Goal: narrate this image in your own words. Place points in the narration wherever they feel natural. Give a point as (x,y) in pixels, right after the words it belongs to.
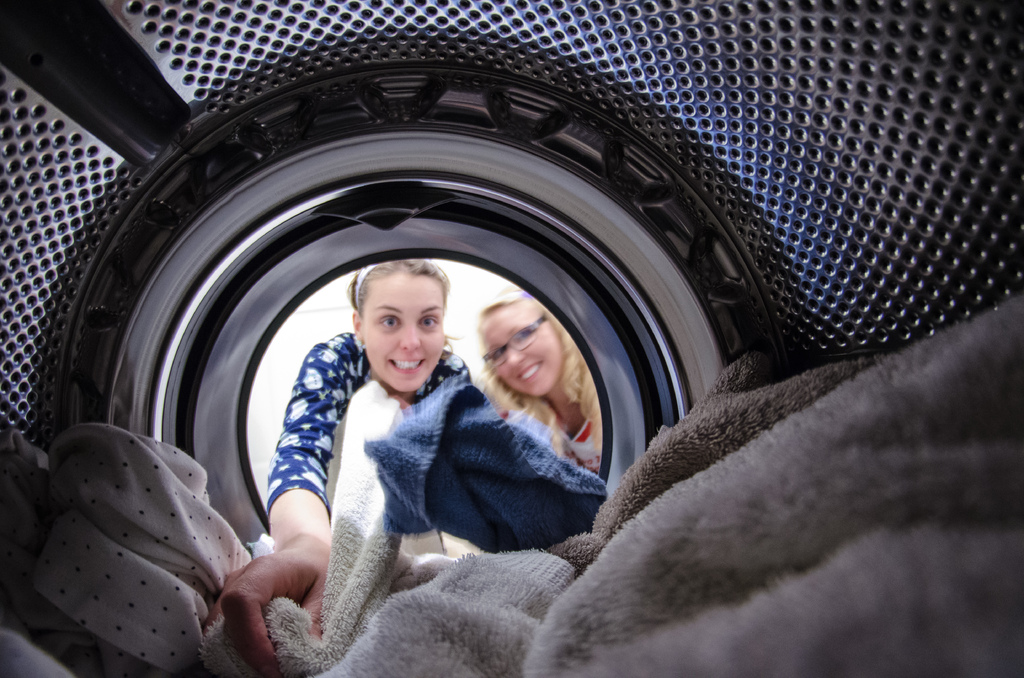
In this image I can see a woman (317,401) is pulling the blanket (421,597) from a washing machine (466,230), she wore dress (341,406). There is another woman (537,332), she is smiling, she wore spectacles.
